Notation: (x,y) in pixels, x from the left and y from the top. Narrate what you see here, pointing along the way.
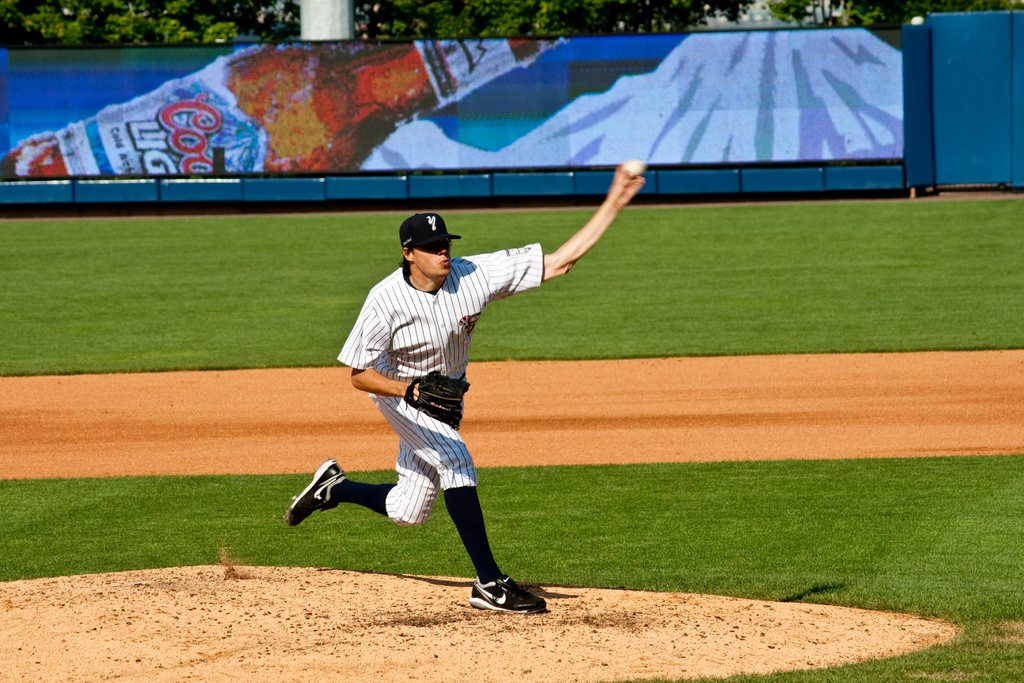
In this picture we can observe a baseball player (417,428), wearing a glove (455,382) and holding a ball (643,167) in his hand (626,175). He is wearing white color dress (434,351) and he is wearing a cap (424,231) which is in black color, on his head (421,242). He is in the baseball ground (363,436). In the background (553,99) there is an advertisement (337,105) of a drink (361,116). We can observe trees (178,37) in the background (372,33).
